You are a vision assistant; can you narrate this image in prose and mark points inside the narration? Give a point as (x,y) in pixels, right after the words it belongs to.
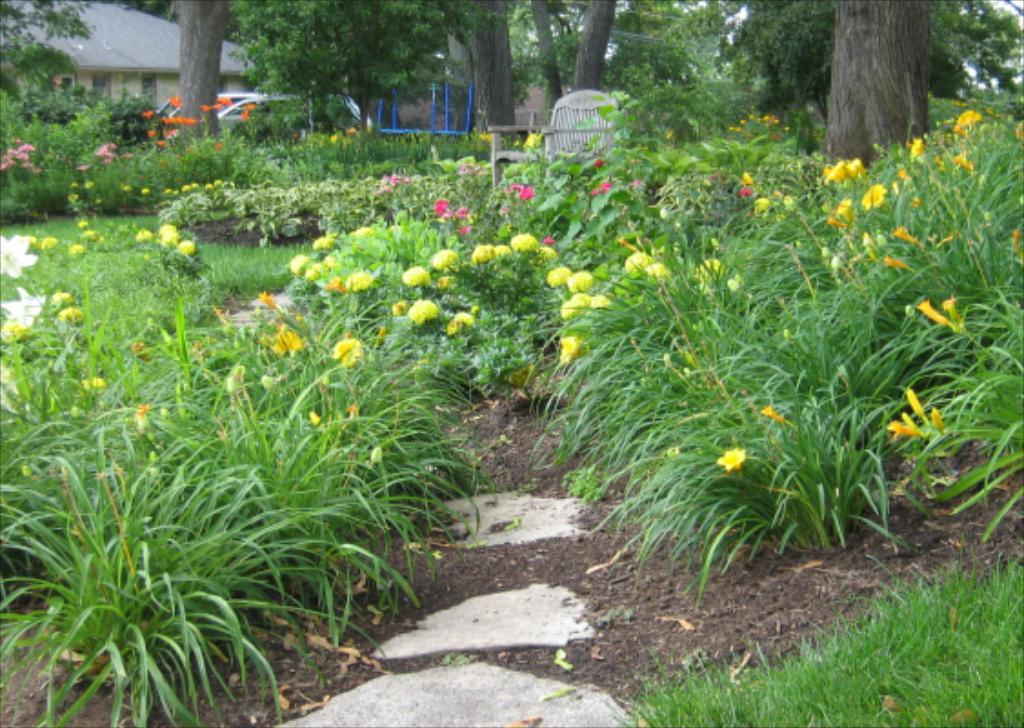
In this picture, we can see the ground (332,670) covered with grass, plants (580,429), flowers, trees (7,11), and we can see chair (519,160), tiles (453,625), and some objects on the ground (585,572), we can see vehicle (240,94), and building (228,56).
